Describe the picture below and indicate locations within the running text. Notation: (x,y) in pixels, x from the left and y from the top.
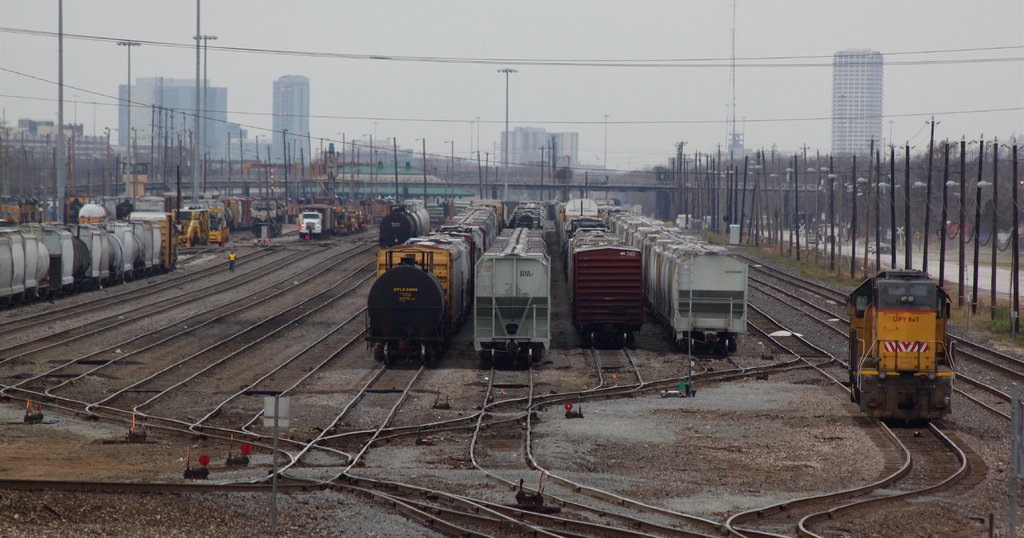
In the image there are many trains (435,282). At the bottom of the image (384,399) there are many train tracks (934,433). And there are many poles (964,153) with wires (332,116) and lights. In the background (36,130) there are buildings (284,91). At the top of the image (501,83) there is sky (968,70).
